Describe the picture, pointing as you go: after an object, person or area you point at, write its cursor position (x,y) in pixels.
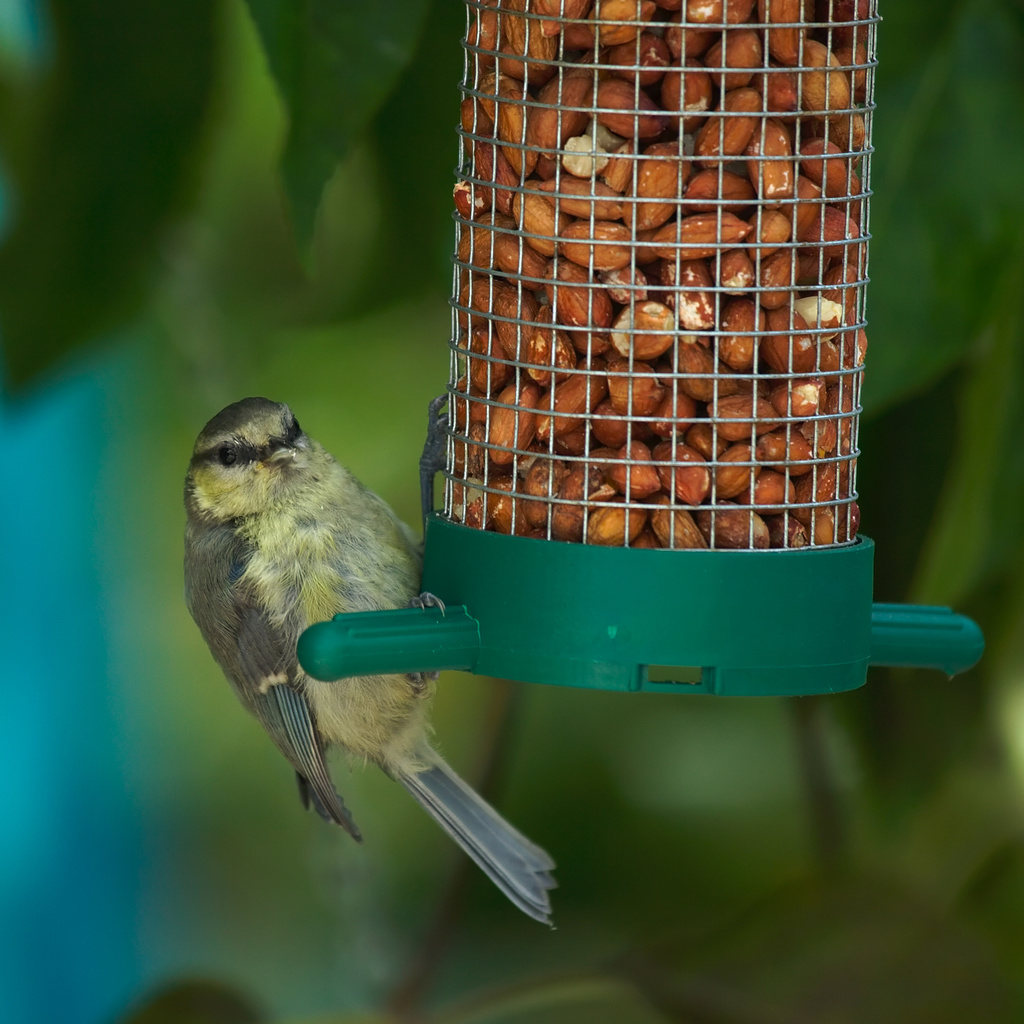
In this image I can see the bird (419,676) in brown and cream color and I can also see the food (636,312) in the cage (633,330). Background (950,42) I can see few leaves (954,87) in green color.
